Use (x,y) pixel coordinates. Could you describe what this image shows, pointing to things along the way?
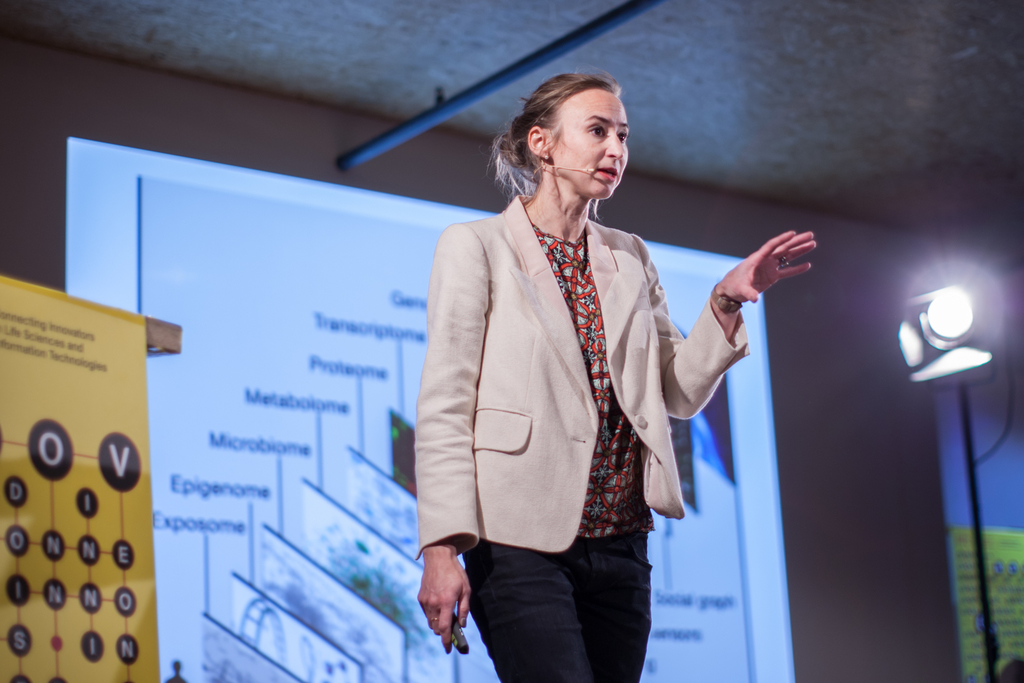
In this image we can see a person (515,527) holding an object (453,640) and there is a presentation screen (355,379) in the background (721,532), there is a light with pole (967,416) on the right side (965,307), there is a poster (87,486) on the left side (78,483) and a rod (508,74) on the top (411,137).
